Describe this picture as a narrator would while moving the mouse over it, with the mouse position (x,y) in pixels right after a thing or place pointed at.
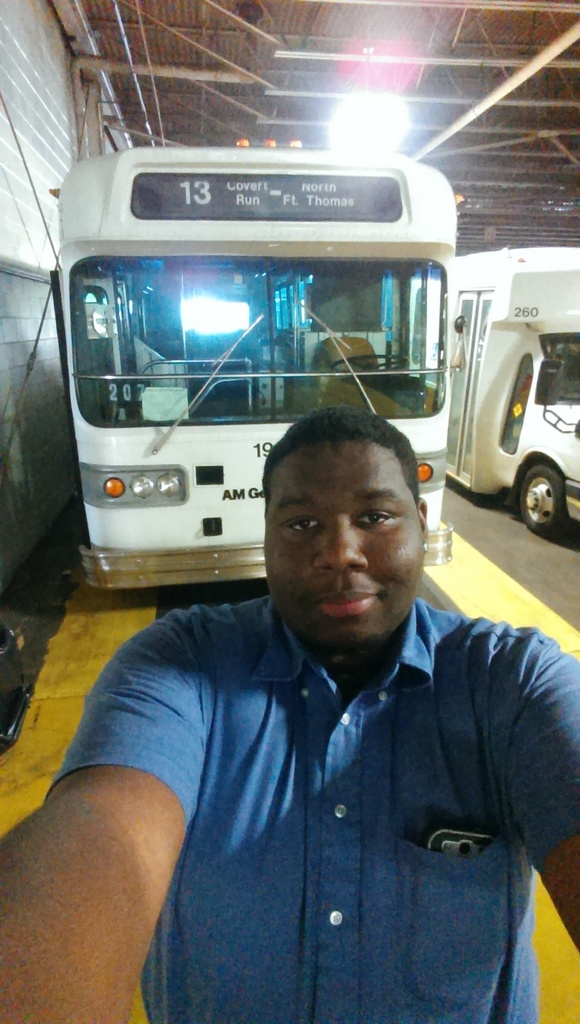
In this image, I can see a person (348,761) standing. Behind the person (179,685), there are vehicles (509,478) on the road (473,543). At the top of the image (394,131), I can see the iron rods (491,60) and light (383,131). On the left side of the image (40,231), there is a wall (44,257).
